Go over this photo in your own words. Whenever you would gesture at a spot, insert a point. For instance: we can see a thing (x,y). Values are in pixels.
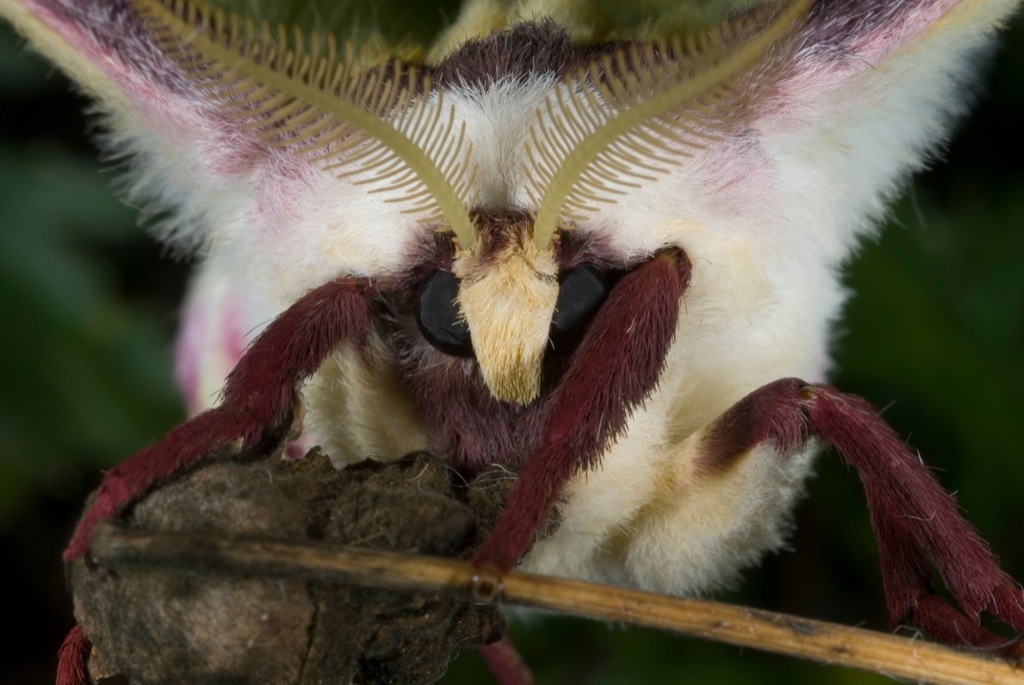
This picture contains an insect (713,340) in white color. In the background (132,288), it is green in color and it is blurred in the background (24,315).
